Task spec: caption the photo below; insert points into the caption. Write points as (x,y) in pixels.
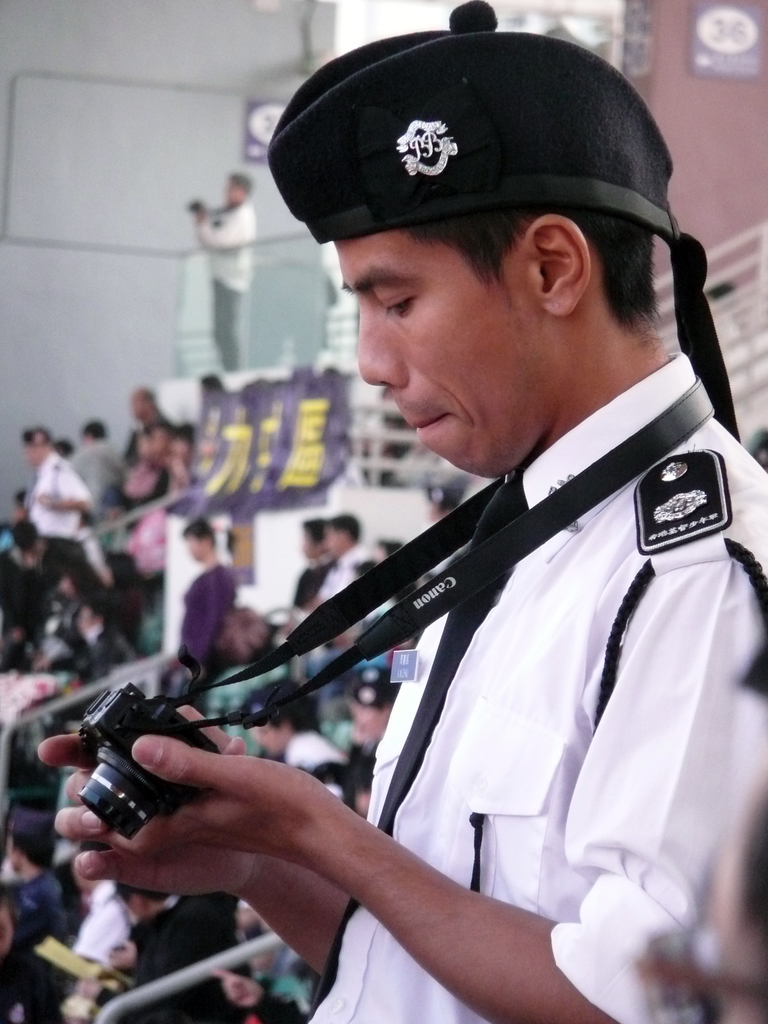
In this picture we can see a man (499,318) wearing a white shirt (571,682) and black cap (457,104) looking at a camera (110,756). And the whole public crowd (57,547) is sitting in the stadium (263,583) and enjoying. On the top (227,341) above the seats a cameraman (232,243) is taking photographs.
